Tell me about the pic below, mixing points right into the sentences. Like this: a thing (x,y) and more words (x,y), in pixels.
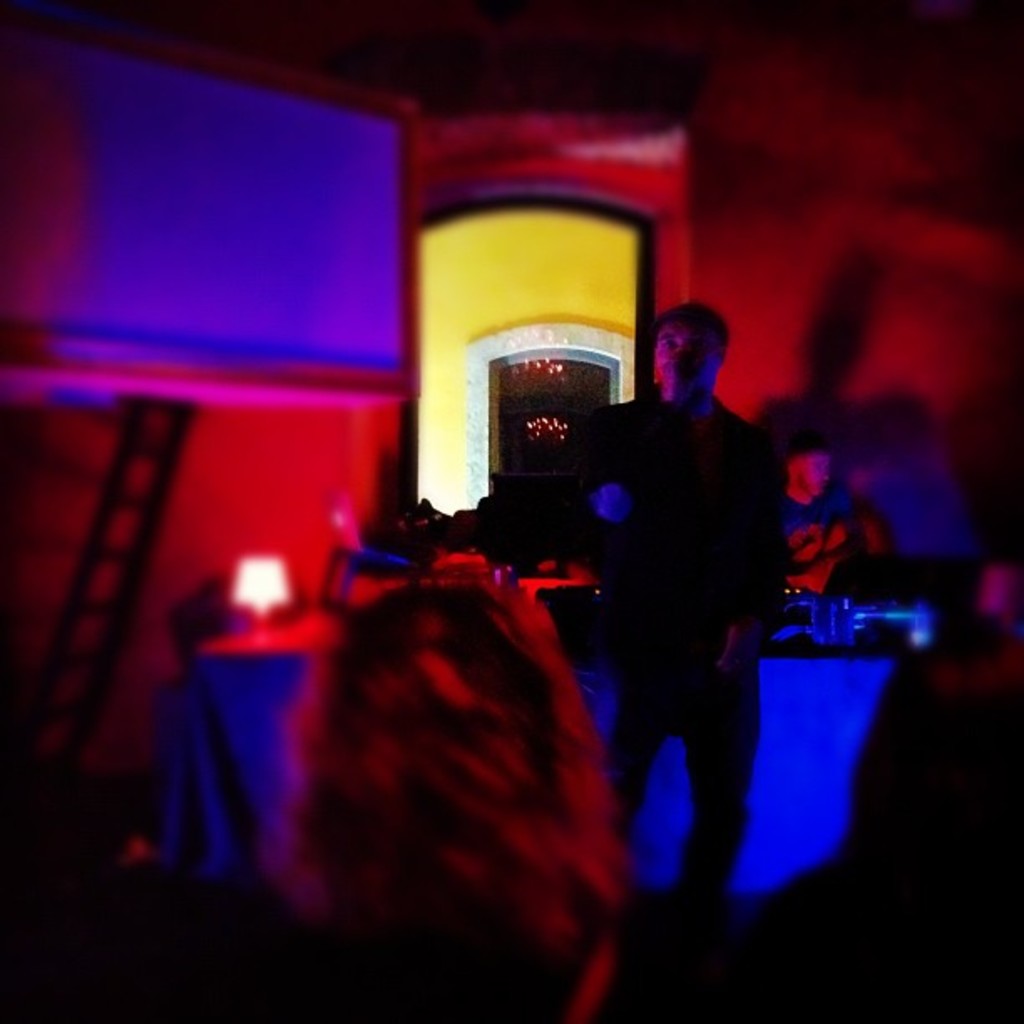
In the center of the image (661,360) there is a person (717,320). At the bottom of the image (487,926) there are people (789,907). In the background of the image (778,292) there is a wall (869,251). There is a table (763,685). There is a screen (189,351). There is a window (440,350).
